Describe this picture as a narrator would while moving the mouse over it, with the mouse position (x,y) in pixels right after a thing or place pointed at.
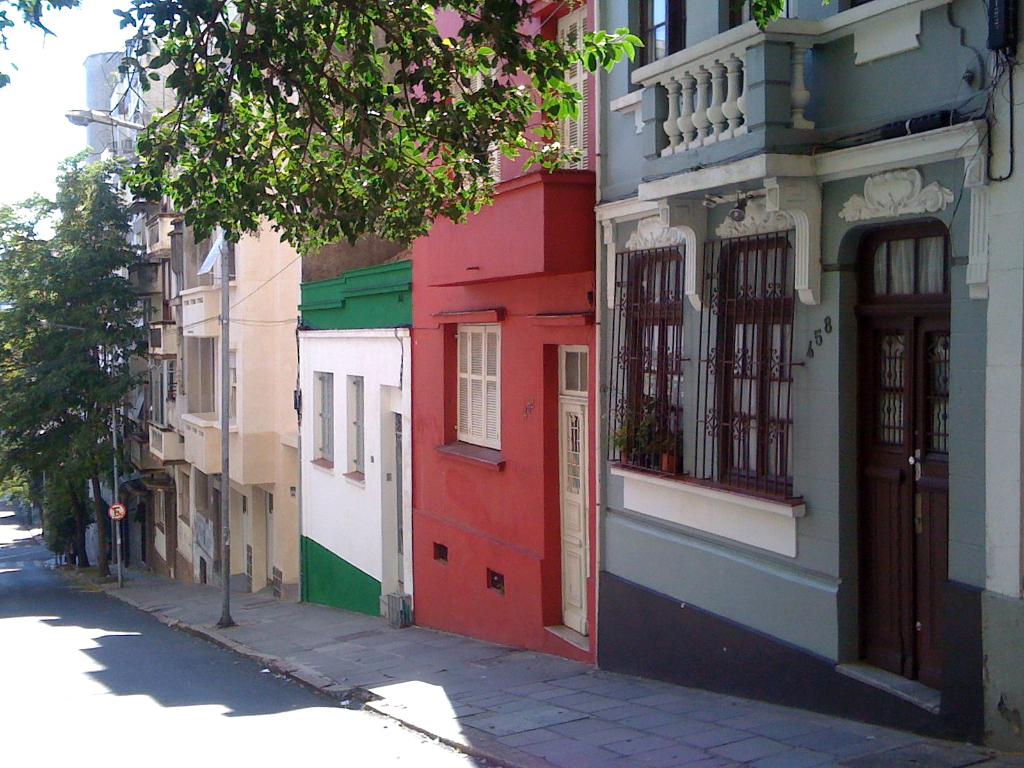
At the bottom (63,662) on the left side (58,711) we can see road (113,740). In the background (86,327) there are trees (84,369), boards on the poles (226,328), buildings (323,416), windows (202,490), doors (159,503), objects (992,127) on the wall (1008,96) and sky (76,150).
